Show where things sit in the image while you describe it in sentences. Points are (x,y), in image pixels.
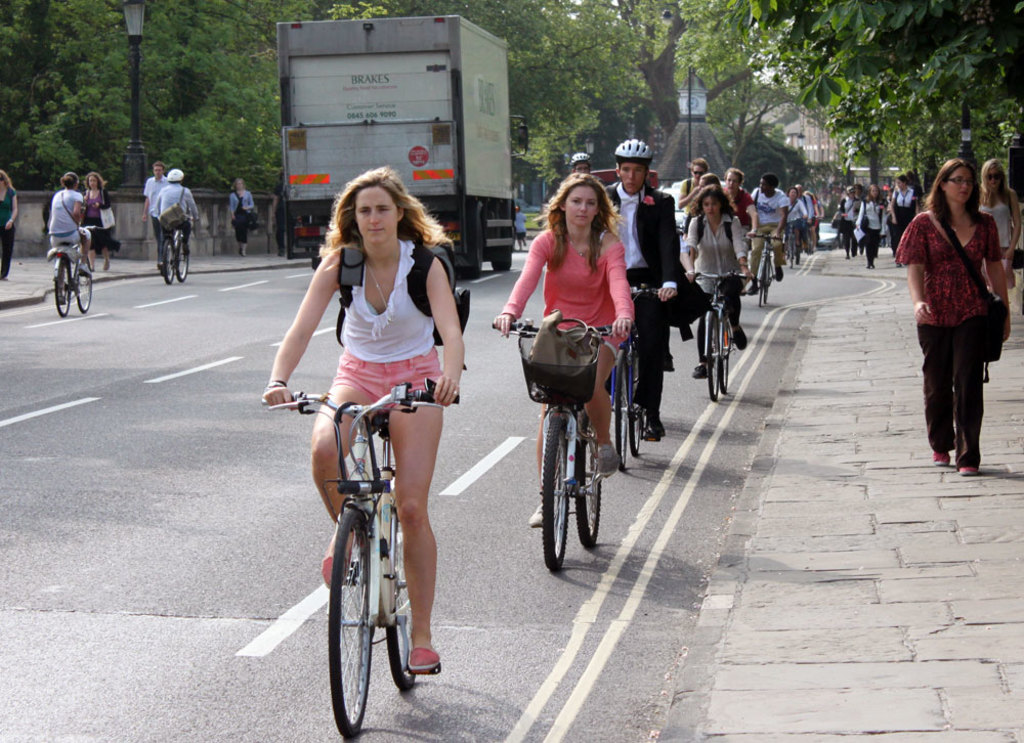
There are a group of people (622,197) who are riding a bicycle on the road (295,620). There is a woman (969,457) on the right side (1006,337) walking on sidewalk (994,408). This is a truck (450,100) on the top left (314,178). Here we can see a tree (93,43) and a street light (139,66).
